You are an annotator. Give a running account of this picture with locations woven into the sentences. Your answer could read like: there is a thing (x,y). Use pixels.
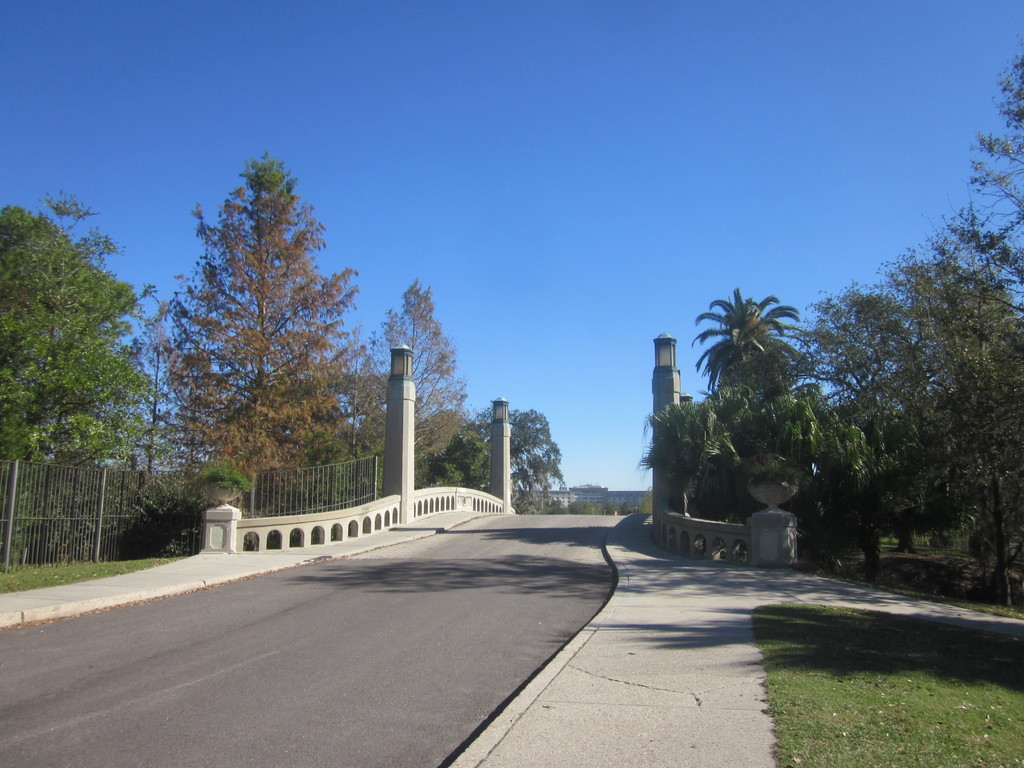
There is a road (446,660) at the bottom of this image (297,624). We can see a fence (86,479), trees (306,423) and pillars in the middle of this image (369,446) and the blue sky (531,223) is in the background (527,275).
